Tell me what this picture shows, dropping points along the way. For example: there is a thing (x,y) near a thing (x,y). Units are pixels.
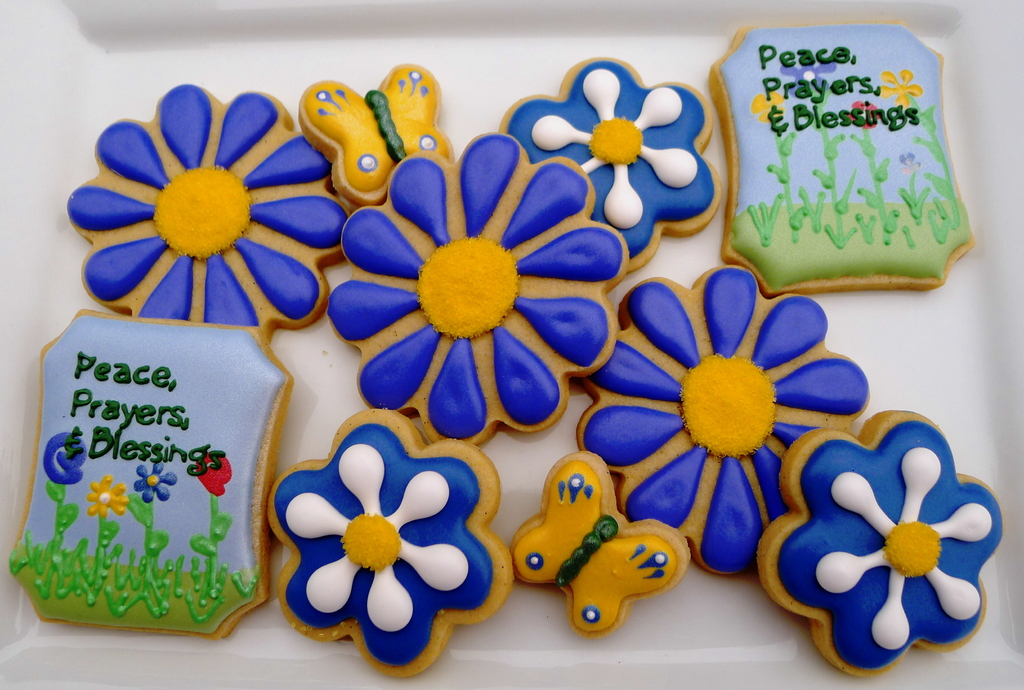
As we can see in the image there are cookie blue color flowers (382,394), yellow color butterflies (585,518) and there is something written.
